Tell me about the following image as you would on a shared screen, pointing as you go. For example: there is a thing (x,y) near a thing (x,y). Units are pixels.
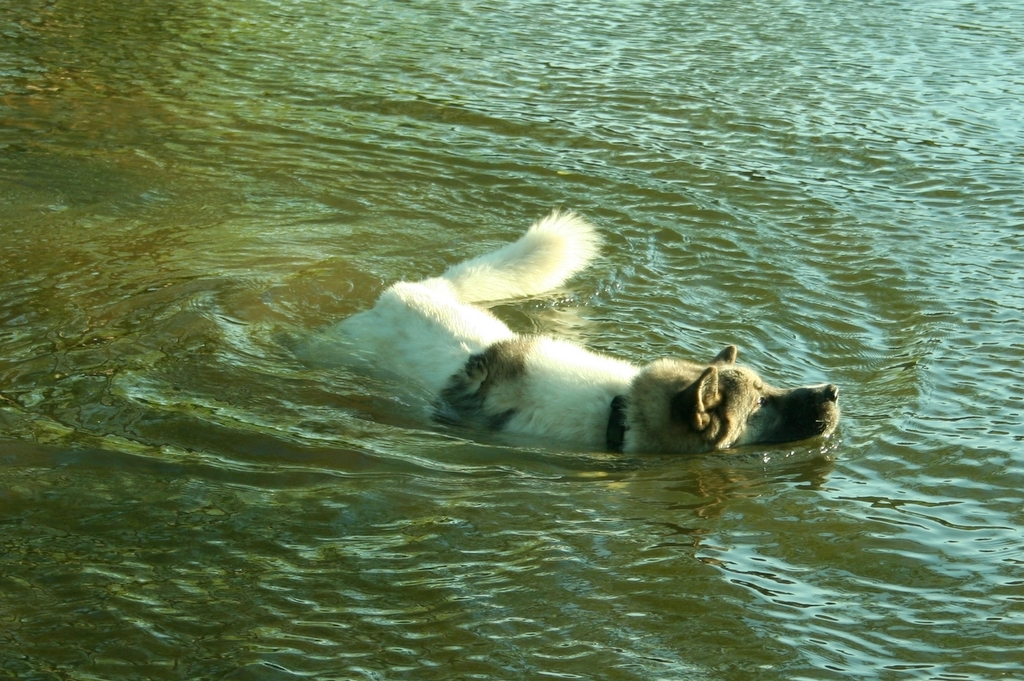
In this picture there is a dog (398,381) in the center of the image (383,351), in the water (729,215) and there is water (427,442) around the area of the image.
